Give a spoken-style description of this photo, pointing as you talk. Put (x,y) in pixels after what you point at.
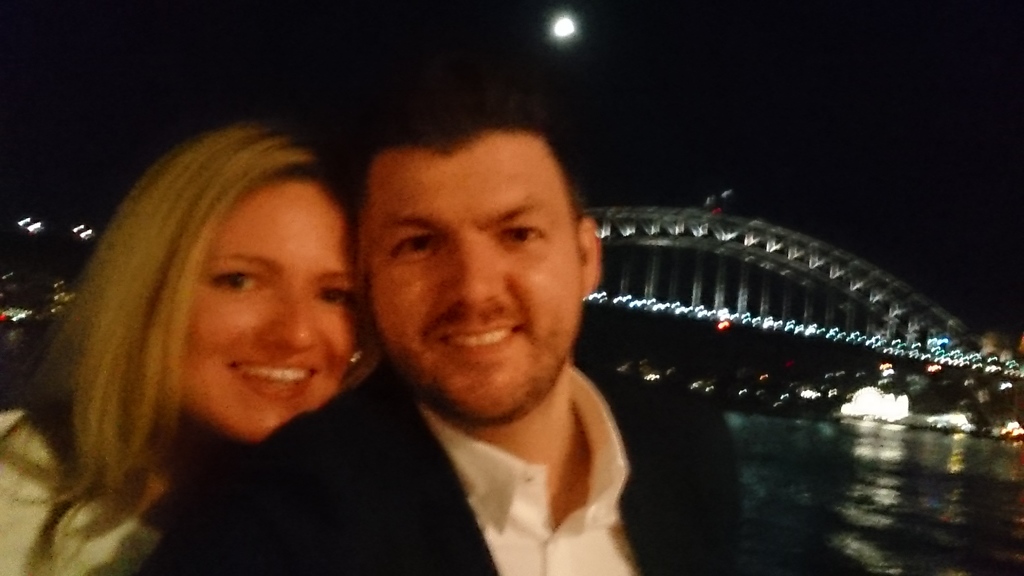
In this image we can see a man (275,477) and a woman (238,187). in the background (786,397) the image is dark but we can see lights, water (822,470) and a bridge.
